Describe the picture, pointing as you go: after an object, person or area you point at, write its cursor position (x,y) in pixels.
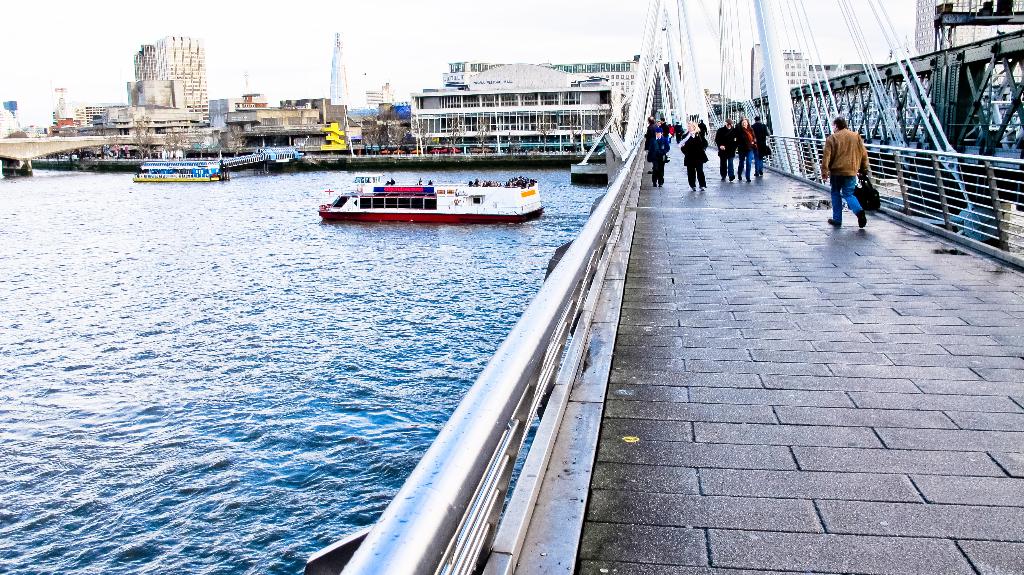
In the center of the image (426,194) we can see boats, buildings (165,109), bridge (713,221) and some persons (717,141) are there. At the top of the image (391,53) sky (395,49) is there. At the bottom of the image (294,392) water (318,379), road (720,429) are there.
